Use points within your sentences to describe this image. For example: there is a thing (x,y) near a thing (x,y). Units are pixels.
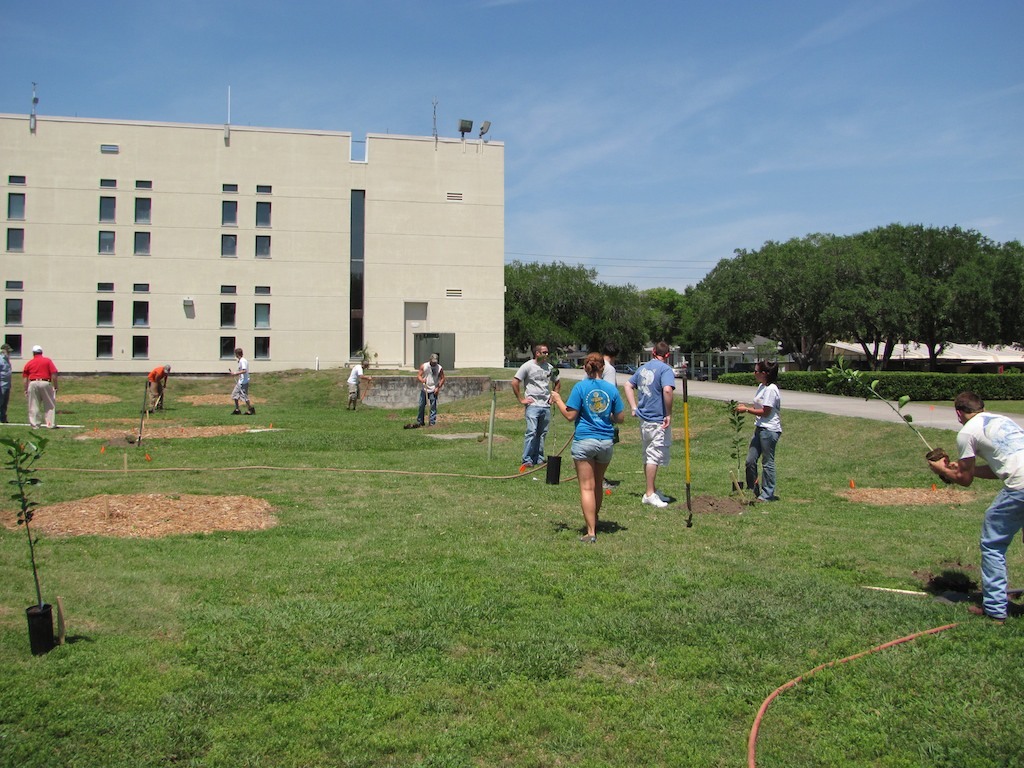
In this image I can see the building (238,249), windows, trees (1022,271), grass (509,424), sky (627,203), plants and few people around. Few people (669,380) are holding something.
